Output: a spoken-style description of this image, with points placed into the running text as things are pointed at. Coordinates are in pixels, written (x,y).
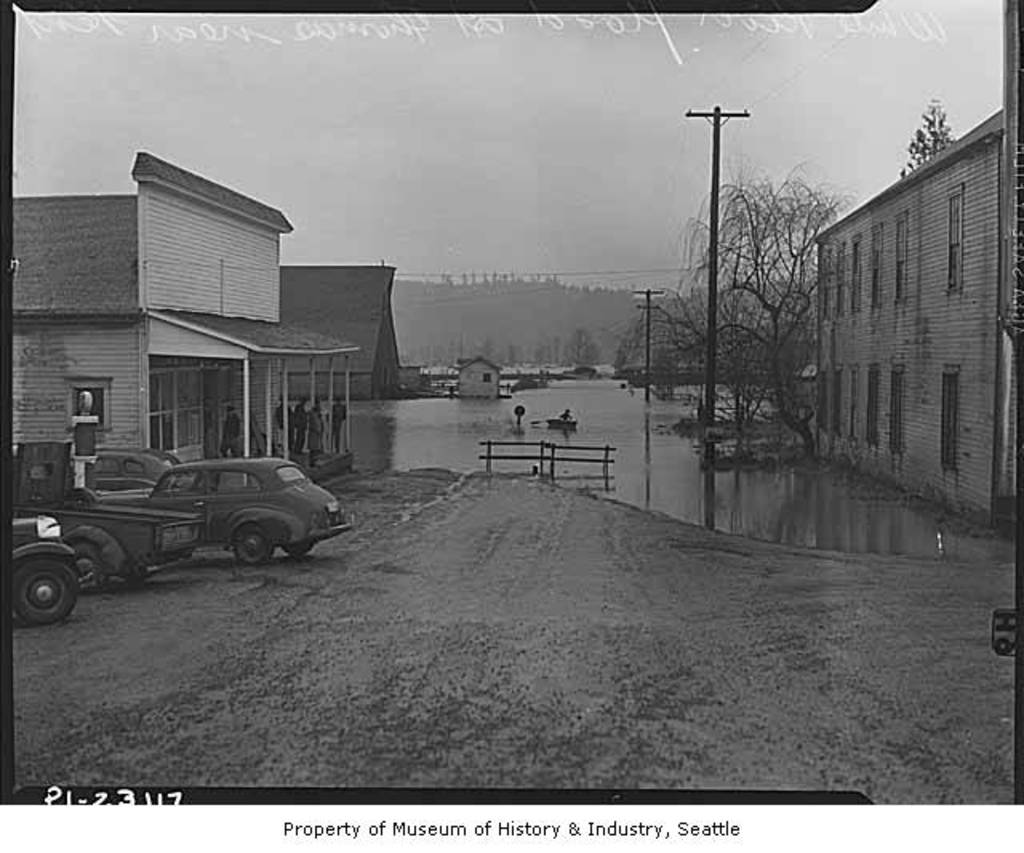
In the picture I can see some buildings (32,413), in between there is water (606,415) beside some vehicles (122,463) are being parked.
